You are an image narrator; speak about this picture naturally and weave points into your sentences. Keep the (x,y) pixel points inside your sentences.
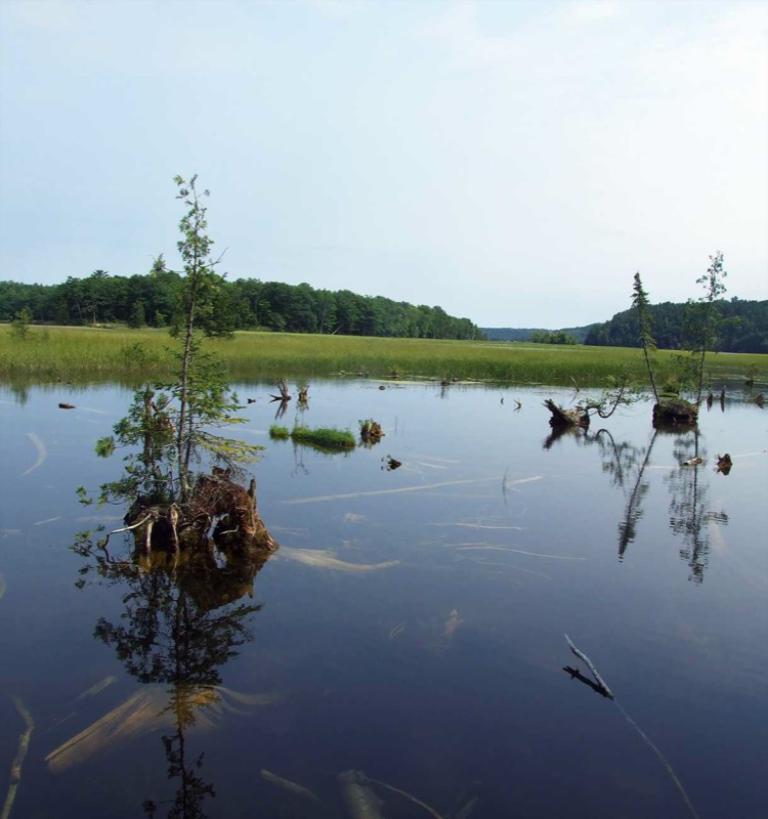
This is an outside view. Here I can see few plants (164,502) in the water (466,671). In the background (285,364), I can see the grass (251,348) and many trees (655,313). At the top of the image (447,137) I can see the sky (343,184).
